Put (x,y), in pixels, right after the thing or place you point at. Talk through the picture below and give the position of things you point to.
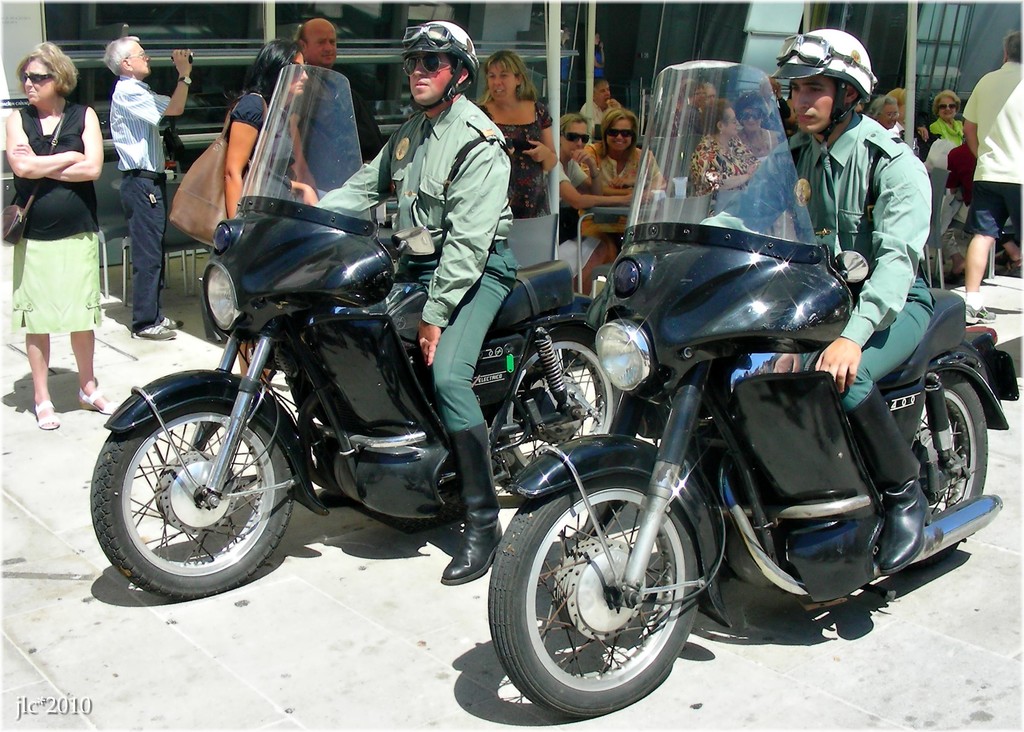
In this picture we can see two men (473,205) wore helmet (840,44), goggles (434,32) sitting on bike (754,443) and in background (144,134) we can see some more persons (937,111) where some are sitting on chairs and some are standing carrying their bags (214,143), windows (347,31), poles (909,23).
